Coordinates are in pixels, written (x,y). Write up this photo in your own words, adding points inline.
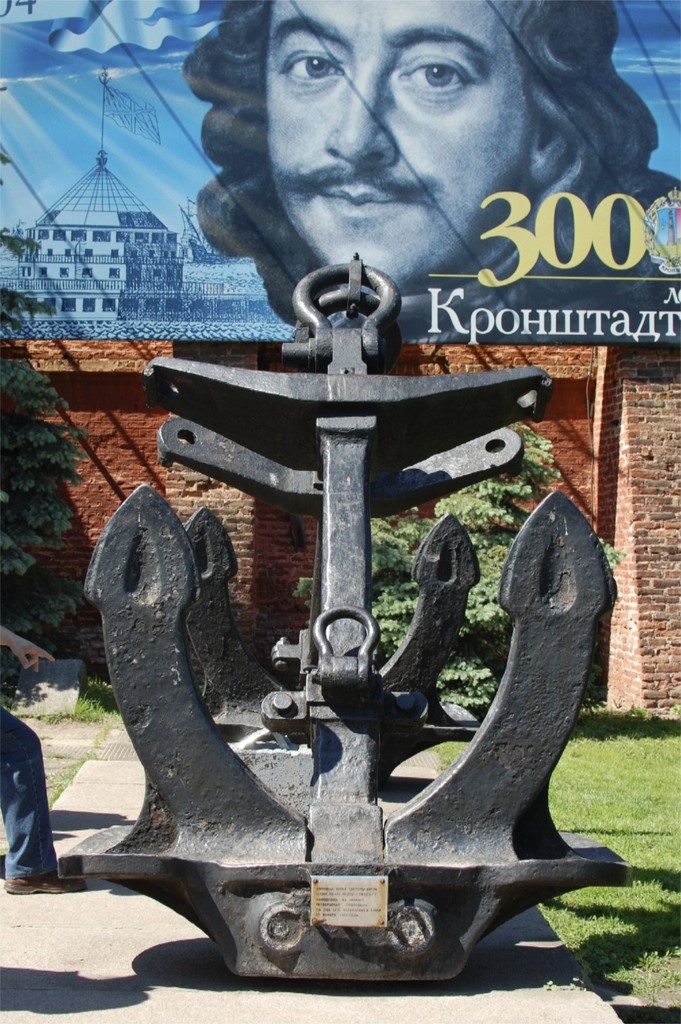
In this image I can see an anchor (374,773), background (377,582) I can see few plants (37,409) in green color, the wall (117,386) in brown color and I can also see the banner (263,177). In the banner (239,152) I can see the person (336,145) and few buildings (93,223) and the banner (82,114) is in blue color.
